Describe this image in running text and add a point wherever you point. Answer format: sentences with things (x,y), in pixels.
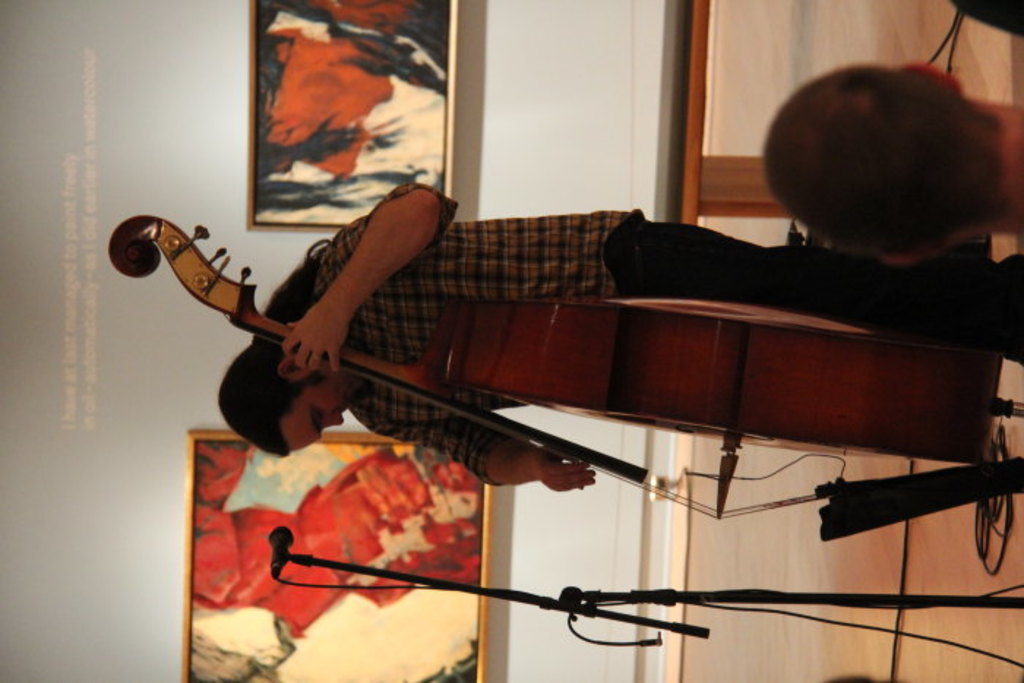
In this image a person (257,337) is standing and holding a double bass (372,366) in his hand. Beside him there is a mike stand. Behind there are few picture frames (243,647) are attached to the wall (518,77). Right side (784,141) there is a person (790,160).
